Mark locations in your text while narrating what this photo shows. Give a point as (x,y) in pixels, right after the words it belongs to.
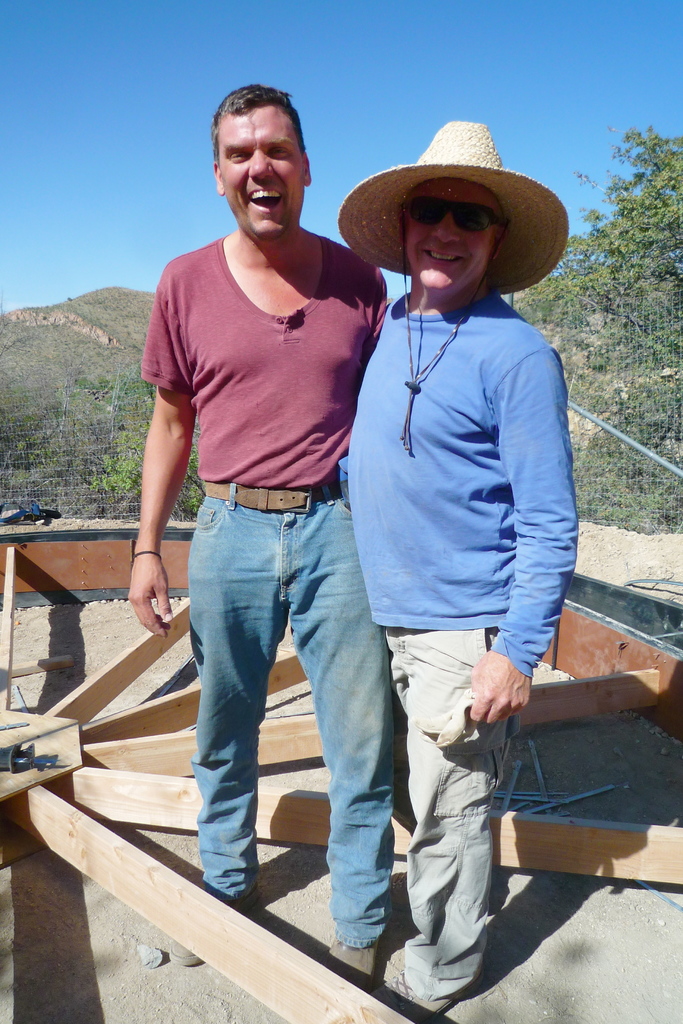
There are two men (451,450) standing, there are wooden planks (152,654) and other objects (105,543) in the foreground area of the image (158,646), there are trees (642,276), a mountain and the sky (51,250) in the background (59,242).
